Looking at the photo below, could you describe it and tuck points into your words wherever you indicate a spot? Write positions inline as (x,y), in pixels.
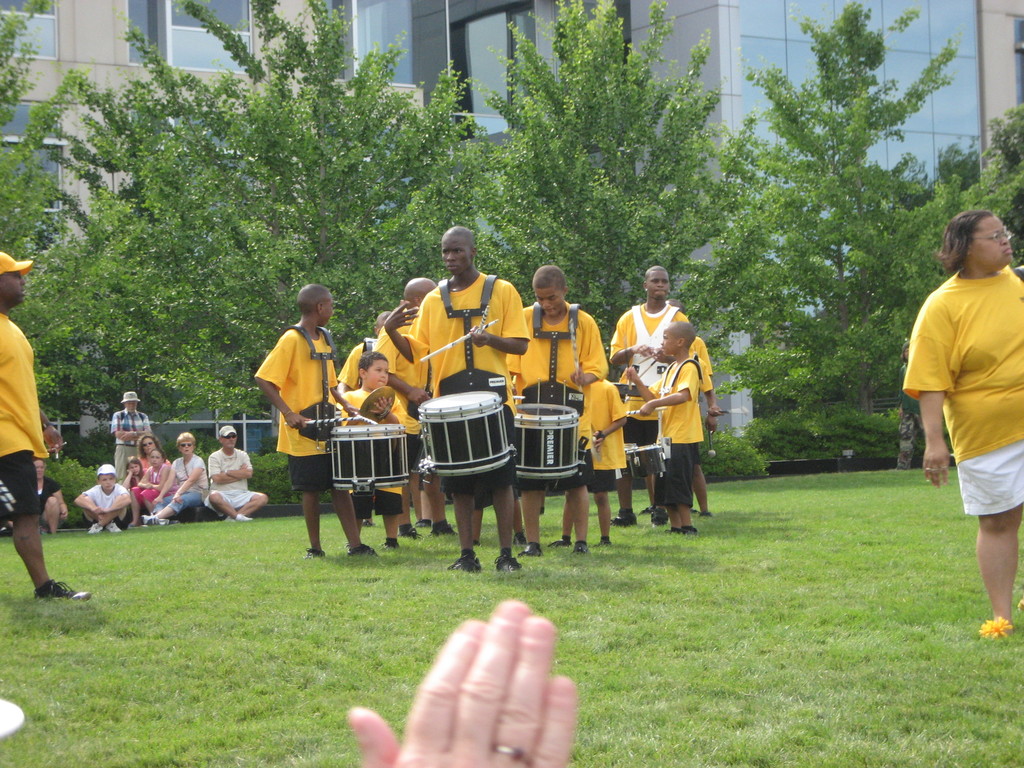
Here we can see a group of people (678,445) playing drums (565,417) in the center (615,467) and behind we can see people (248,469) sitting and some people (11,391) are standing here and there and behind them we can see trees (400,148) and buildings (437,59).
